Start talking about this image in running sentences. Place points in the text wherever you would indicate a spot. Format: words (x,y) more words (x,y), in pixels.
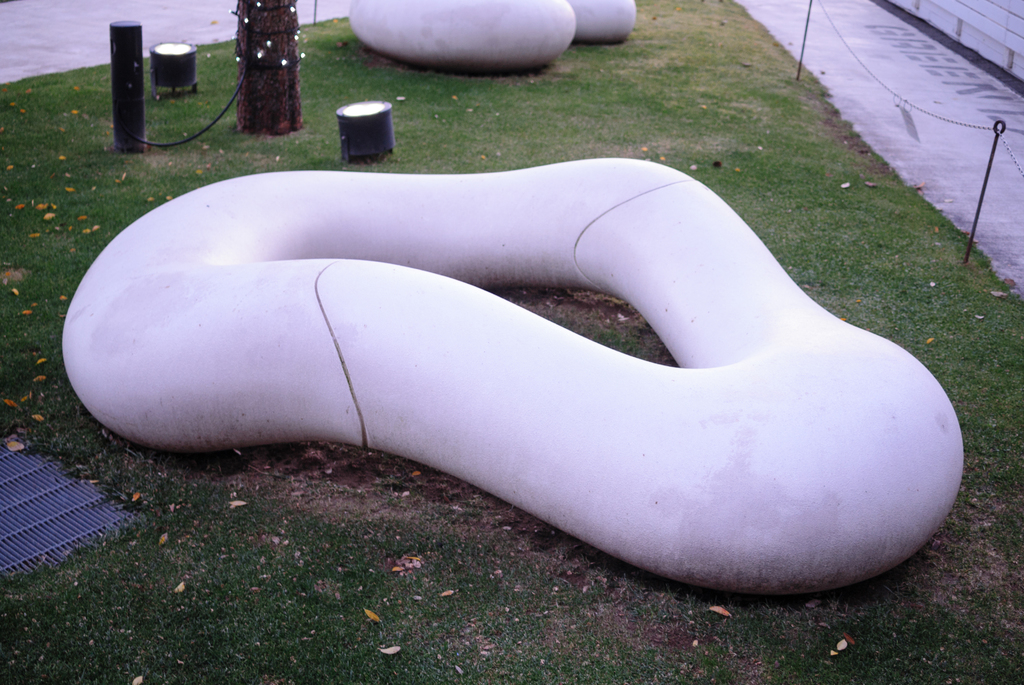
In this image I can see the ground (341,561), some grass (341,559) on the ground (230,523), few objects (456,397) which are pink in color and few black colored poles (134,50).
